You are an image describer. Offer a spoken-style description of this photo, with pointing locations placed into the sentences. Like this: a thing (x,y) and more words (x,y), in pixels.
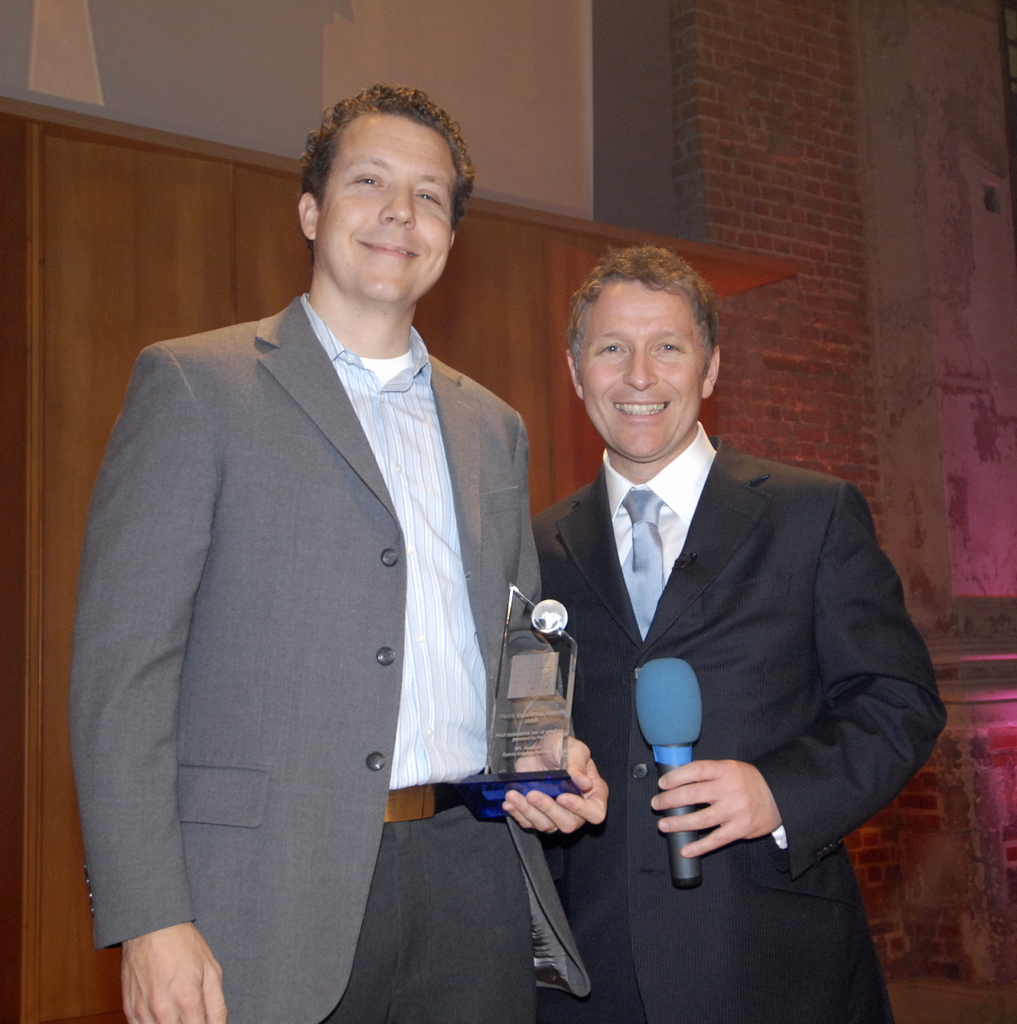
In this picture I can see there are two men (595,669) standing and they are wearing blazers (788,931), the man (481,399) at the left side (332,711) is holding an award (520,674), the man (731,659) is on right side (712,667) is holding a microphone (682,706). They are smiling and there is a wooden wall (433,303) and there is a brick wall (933,261) at the right side (984,366).
